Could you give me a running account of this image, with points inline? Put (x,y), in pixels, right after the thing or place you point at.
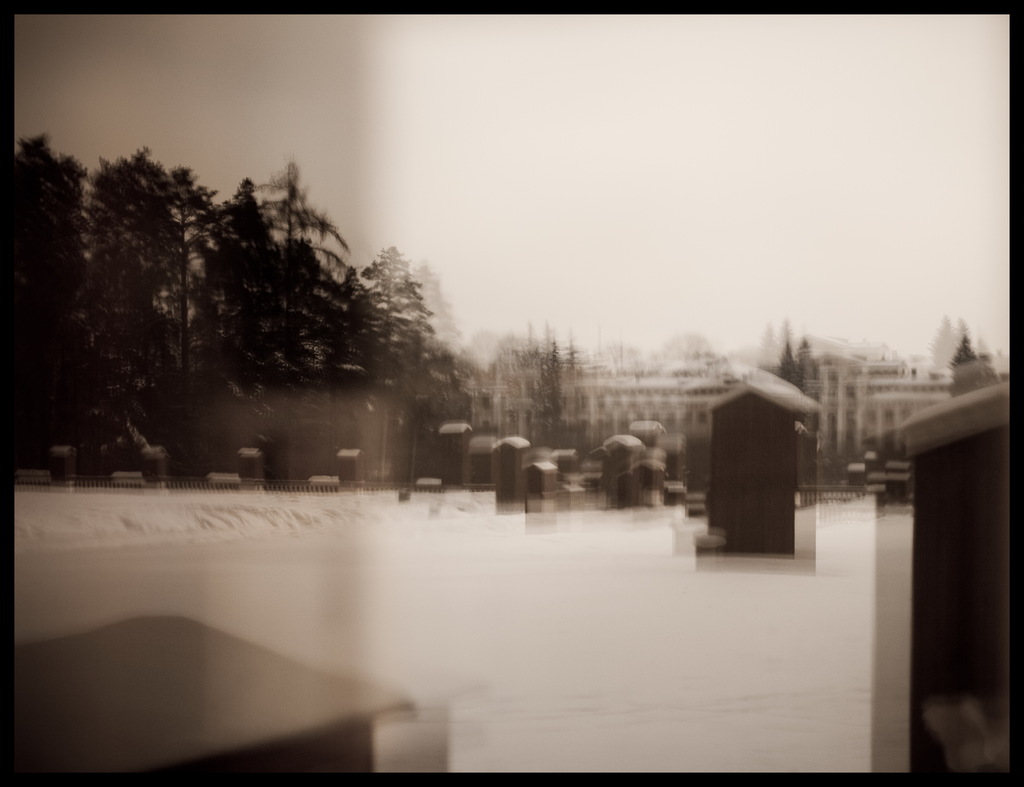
This is a blur black and white image where we can see there are trees (383,437) and buildings (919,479).
